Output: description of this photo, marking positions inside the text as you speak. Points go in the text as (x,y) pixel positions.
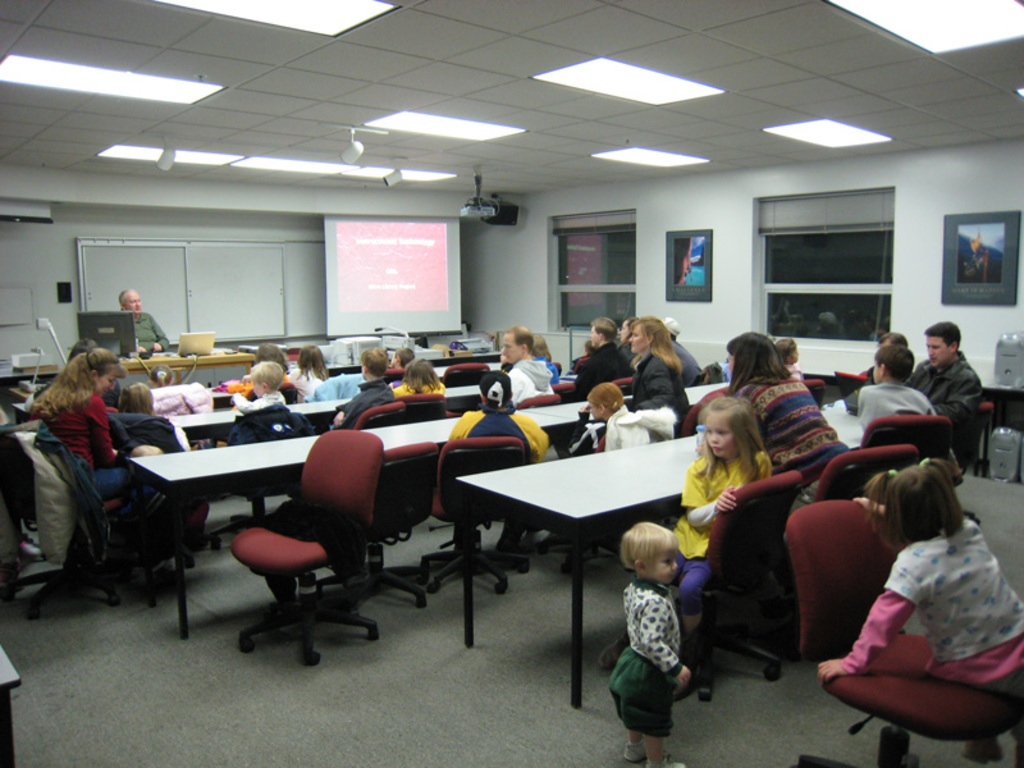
A group of people (526,436) sitting in the room (341,683) in front of the desk (692,443) and the room (480,227) has projector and some lights (400,122) above the benches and also windows (597,254) and the photo frames (964,218) on the right side of the wall (915,219).
